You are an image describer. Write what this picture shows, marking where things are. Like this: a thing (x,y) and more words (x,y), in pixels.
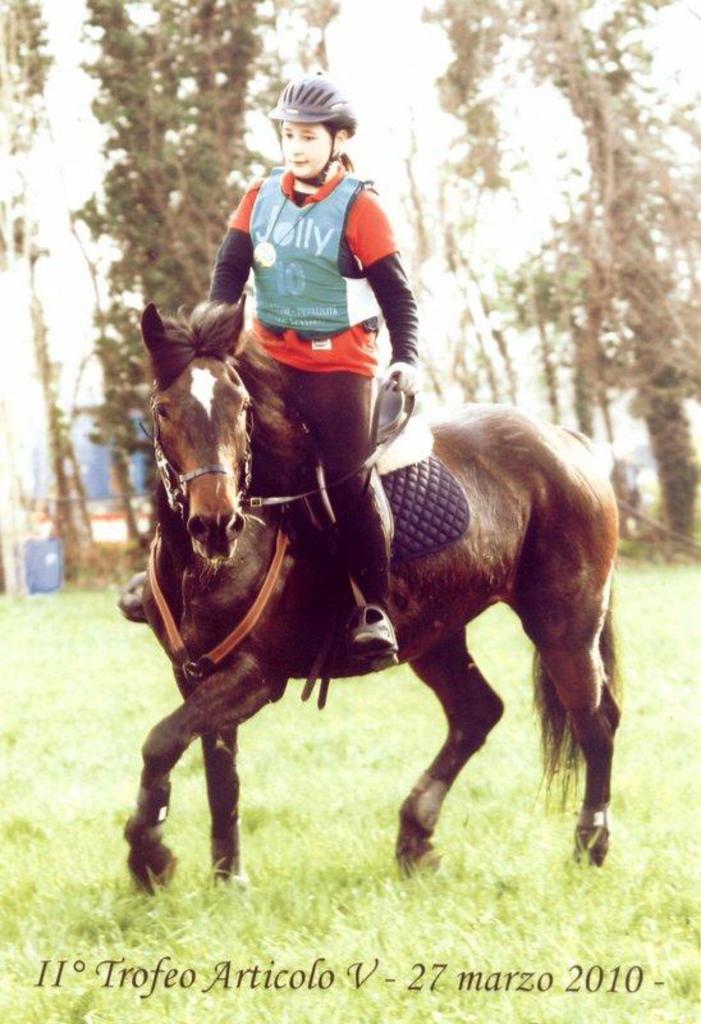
As we can see in the image there are trees (154,118), grass (335,877) and a woman (348,348) standing on horse (429,568).
